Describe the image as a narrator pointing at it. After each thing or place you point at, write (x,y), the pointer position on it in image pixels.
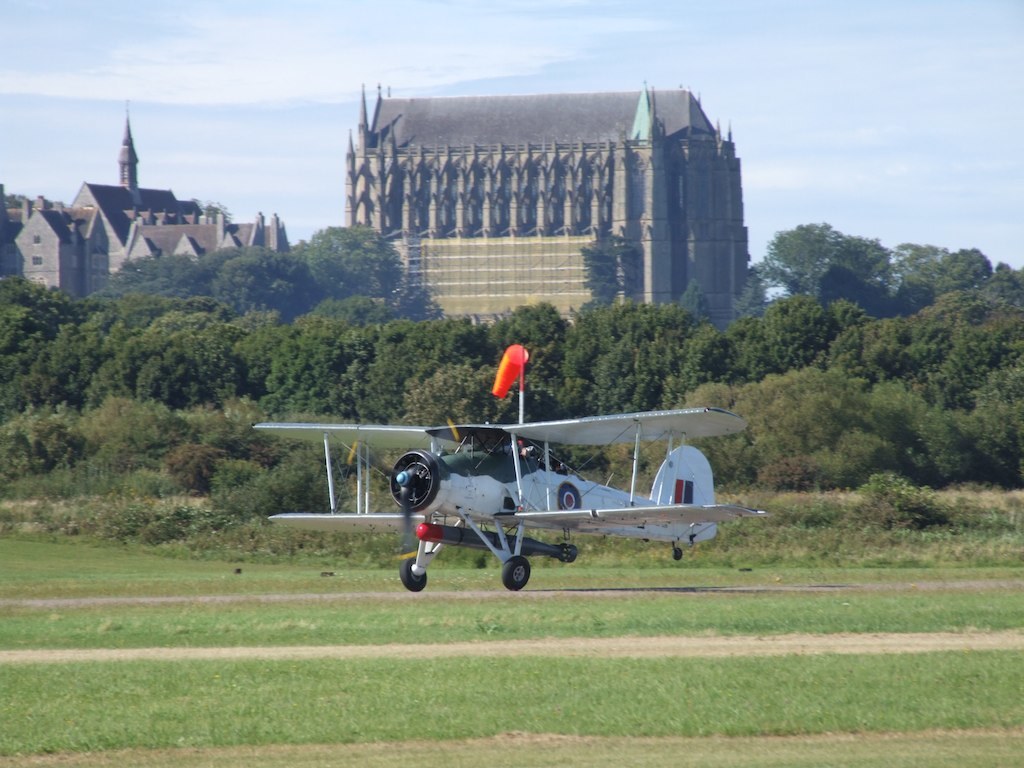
In this image we can see a plane (654,524) on a pathway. We can also see some grass (575,635) and the trees (256,410). On the backside (374,168) we can see some houses (363,214) with roof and the sky (228,182) which looks cloudy.
